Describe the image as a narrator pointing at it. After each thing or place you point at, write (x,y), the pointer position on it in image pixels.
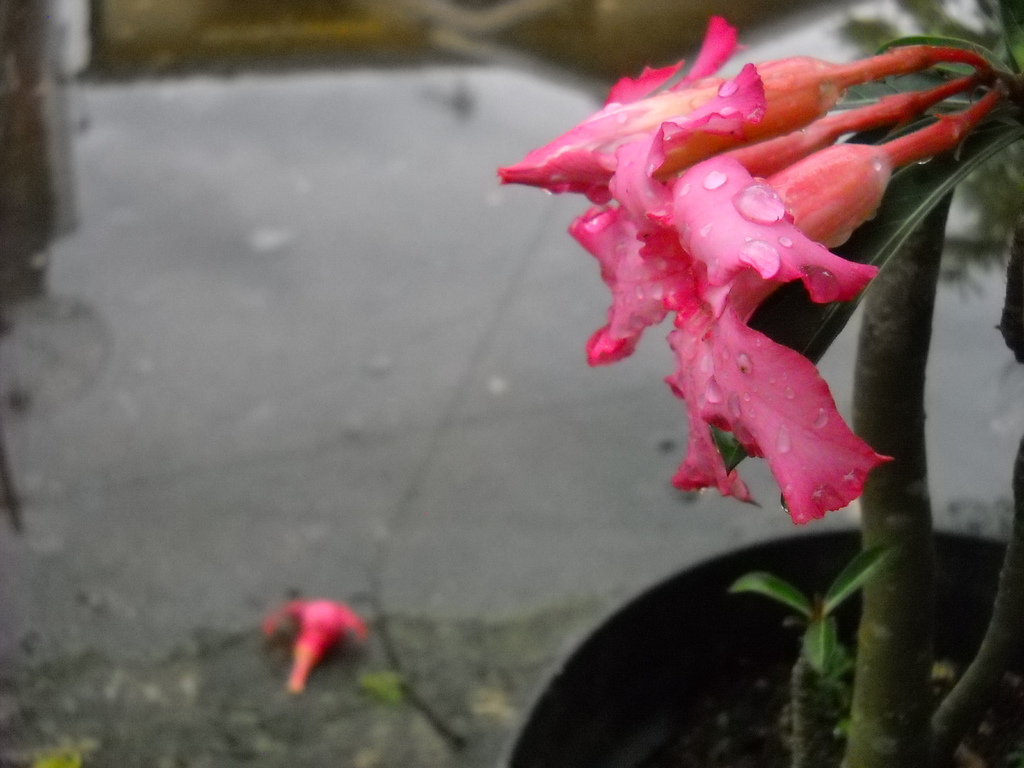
We can see pink flowers (916,49) and house plant (888,501). In the background (868,3) it is blur.
